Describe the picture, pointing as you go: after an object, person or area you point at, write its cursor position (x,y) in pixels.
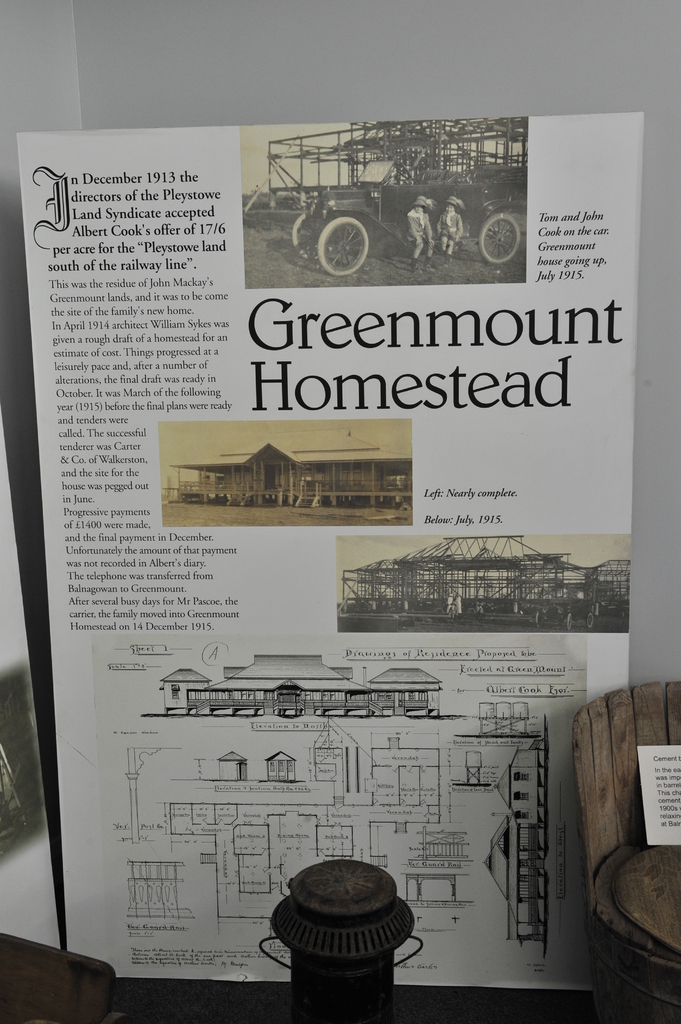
In the center of the picture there is a poster (226,907). At the bottom (634,889) there are wooden object (64,958). On the left (18,759) there is an object (26,722). At the top (271,64) it is wall (394,44) painted white.
